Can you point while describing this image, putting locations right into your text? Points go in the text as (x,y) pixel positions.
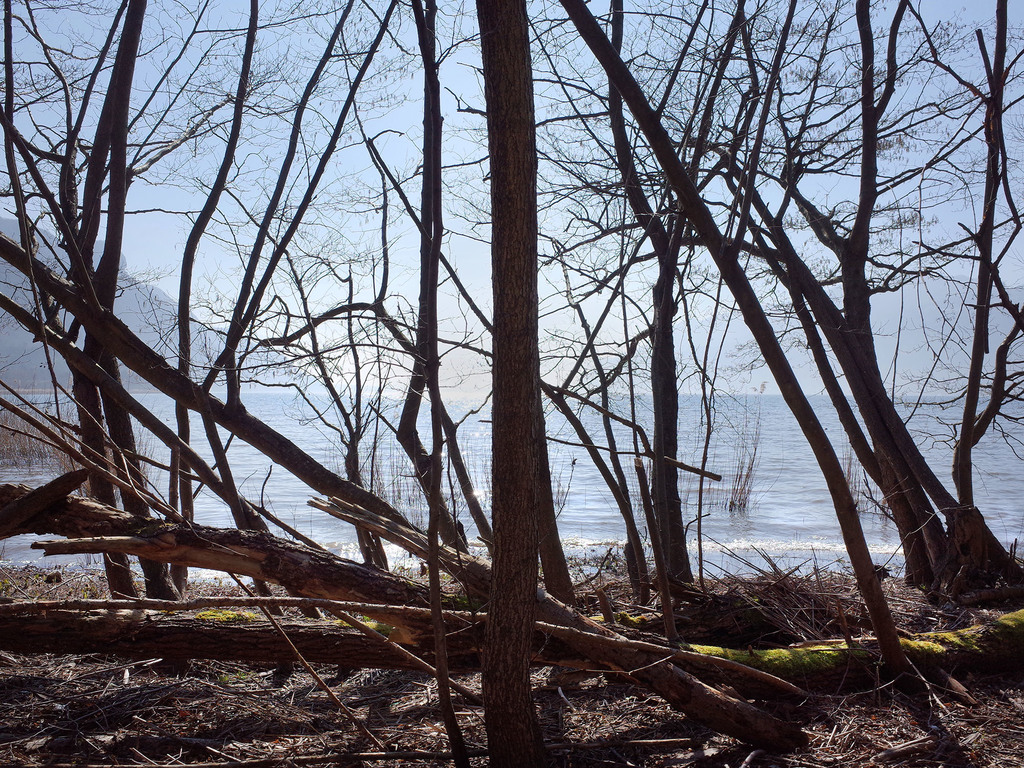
This image consists of trees (405,429) in the middle (585,387). There is water (574,499) in the middle (568,400). There is sky (476,97) at the top (373,99).
